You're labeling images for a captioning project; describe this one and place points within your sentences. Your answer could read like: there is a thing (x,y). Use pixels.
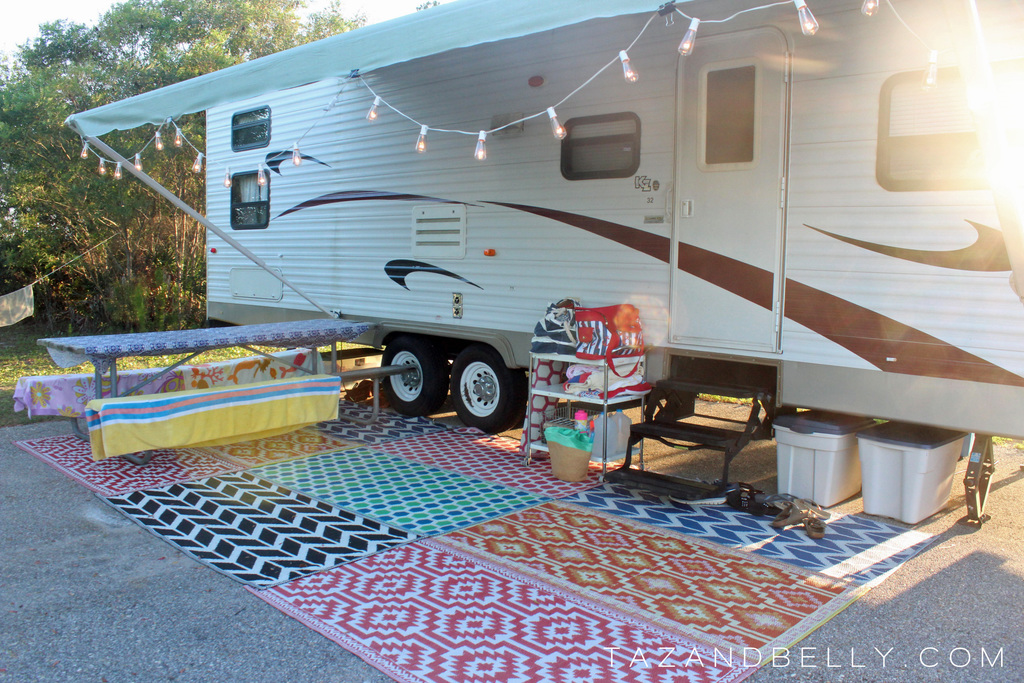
In this image I can see a vehicle (551,260) which has windows (959,126) and a door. Here I can see string lights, table (291,340), clothes (241,388), white color objects (865,480) and other objects (181,530) on the ground (260,448). In the background (94,165) I can see trees (109,236) and the sky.
